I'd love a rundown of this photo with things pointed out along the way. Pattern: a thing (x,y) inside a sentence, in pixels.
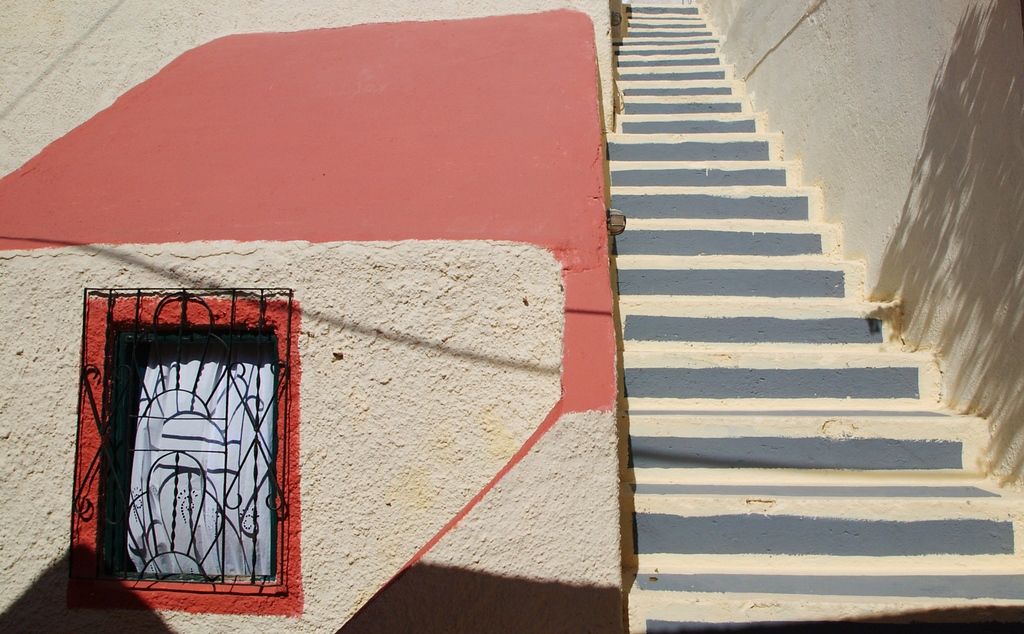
In this image we can see the stairs (791,285), walls (947,26) and also the window (218,419). We can also see the curtain (215,402) through the window holes (245,423).
